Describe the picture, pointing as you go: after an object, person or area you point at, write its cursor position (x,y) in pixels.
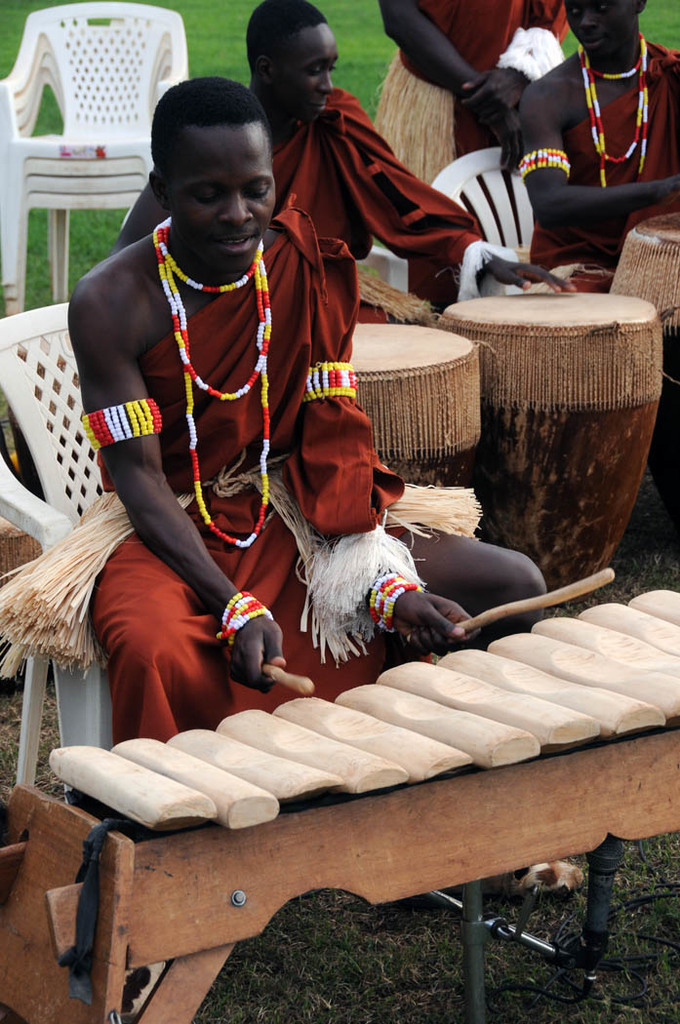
in this picture there could be 4 persons (489,257) they are playing some musical instruments (537,670) they are sitting on the chair (479,215) and they are wearing red cloth (174,407) and bead necklace (209,389).
